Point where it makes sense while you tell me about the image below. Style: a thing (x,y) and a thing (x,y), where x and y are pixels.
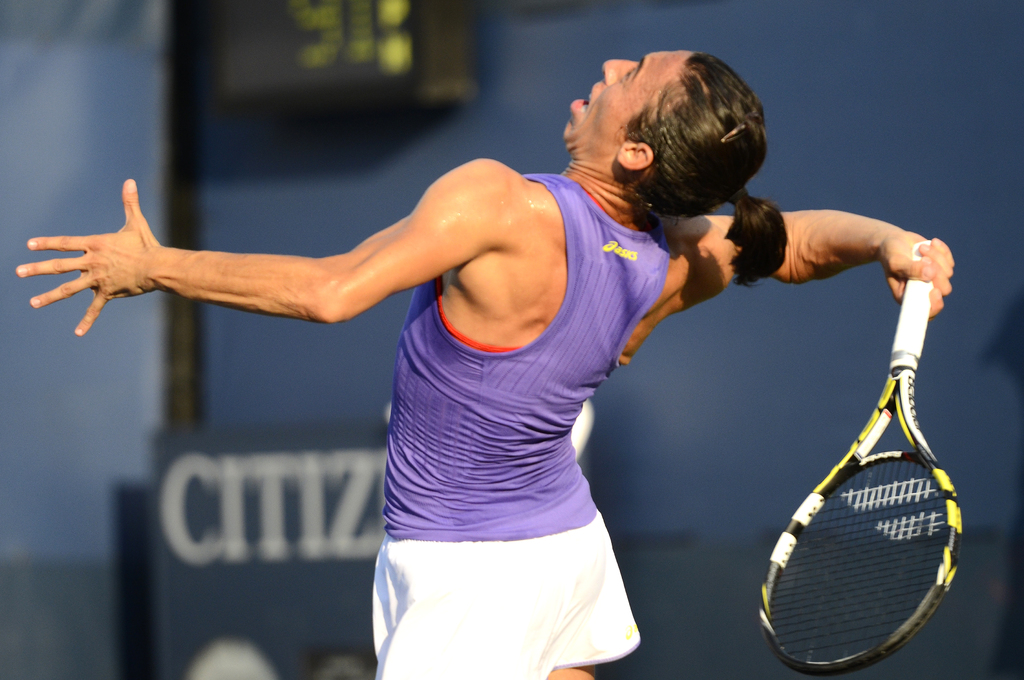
This is the picture of a sports person (439,489) who is holding a racket (819,646) is in violet top (469,447) and white shorts (492,579) in long hair (713,160).
